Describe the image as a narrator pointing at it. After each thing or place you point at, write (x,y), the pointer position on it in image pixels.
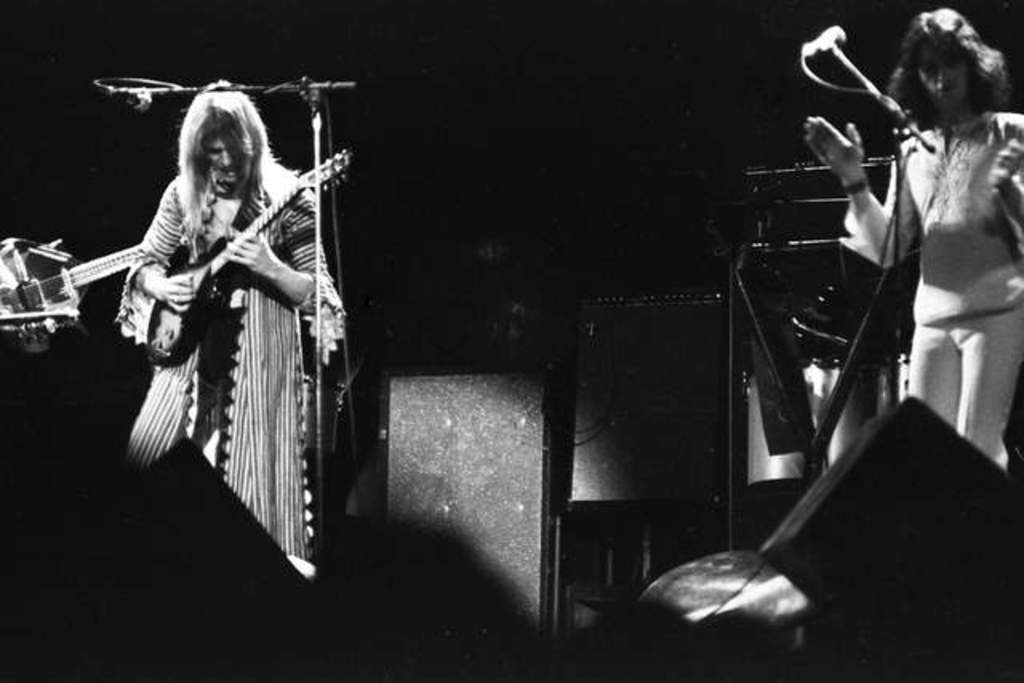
The image looks like it is black and white. It is clicked in a concert. There are two men (244,480) in this image. To the left (232,349), the man (182,301) is playing guitar (228,240). To the right (946,172), the man (962,217) is clapping. In the middle (530,370), there are boxes (481,464).
